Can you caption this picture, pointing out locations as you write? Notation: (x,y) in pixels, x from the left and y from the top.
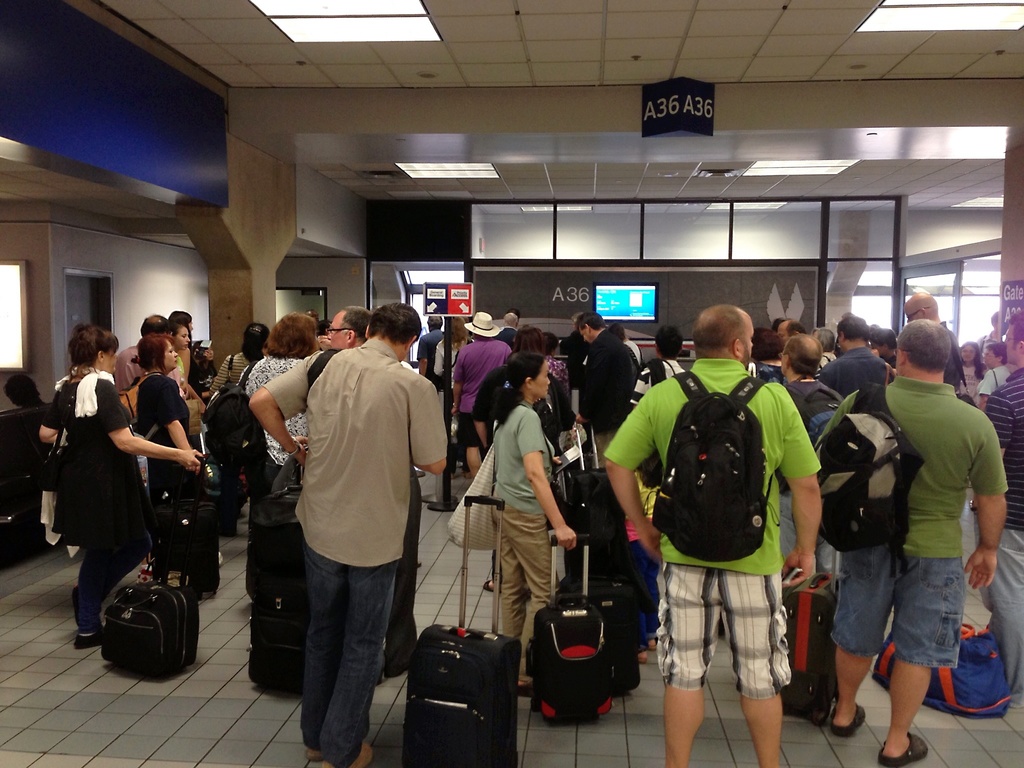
In the picture I can see a group of people (341,710) standing on the floor (225,598) with luggage (815,665). In the background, I can see the television (651,315) on the wall (710,273). There is a lighting arrangement (287,26) on the roof (652,17). I can see the glass windows (764,259). I can see a direction board pole (427,307) on the floor (397,717).
